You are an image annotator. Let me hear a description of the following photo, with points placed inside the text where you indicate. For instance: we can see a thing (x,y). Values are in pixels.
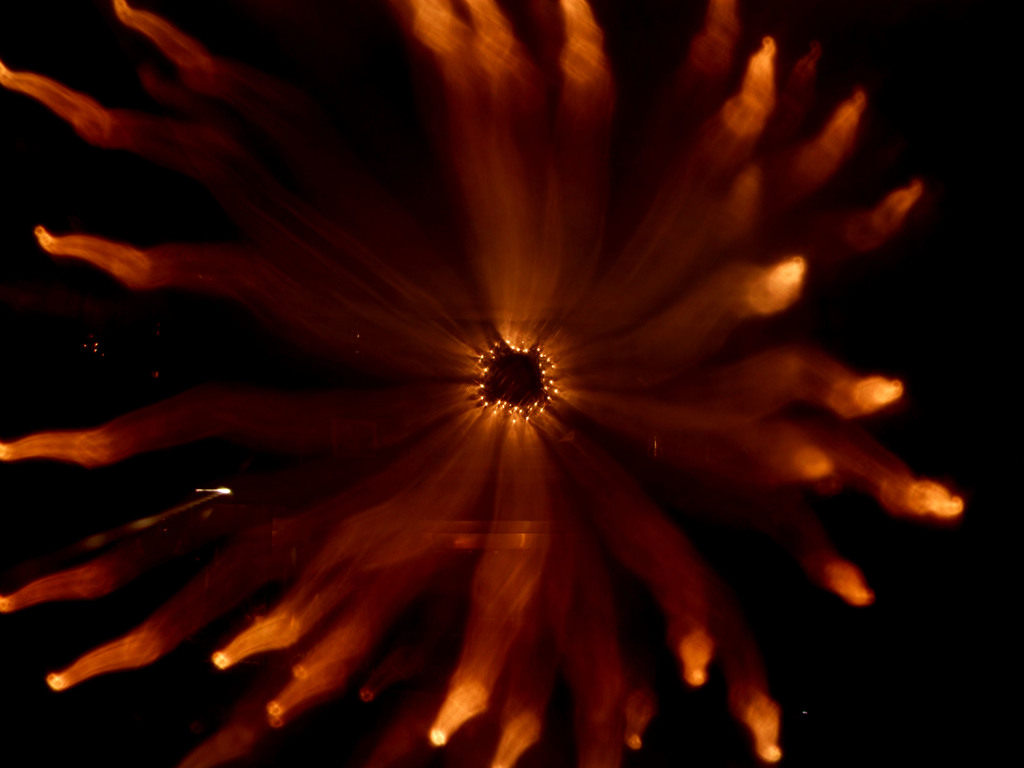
In this image we can see a picture which looks like a flower (413,307) with dark background (948,667).
